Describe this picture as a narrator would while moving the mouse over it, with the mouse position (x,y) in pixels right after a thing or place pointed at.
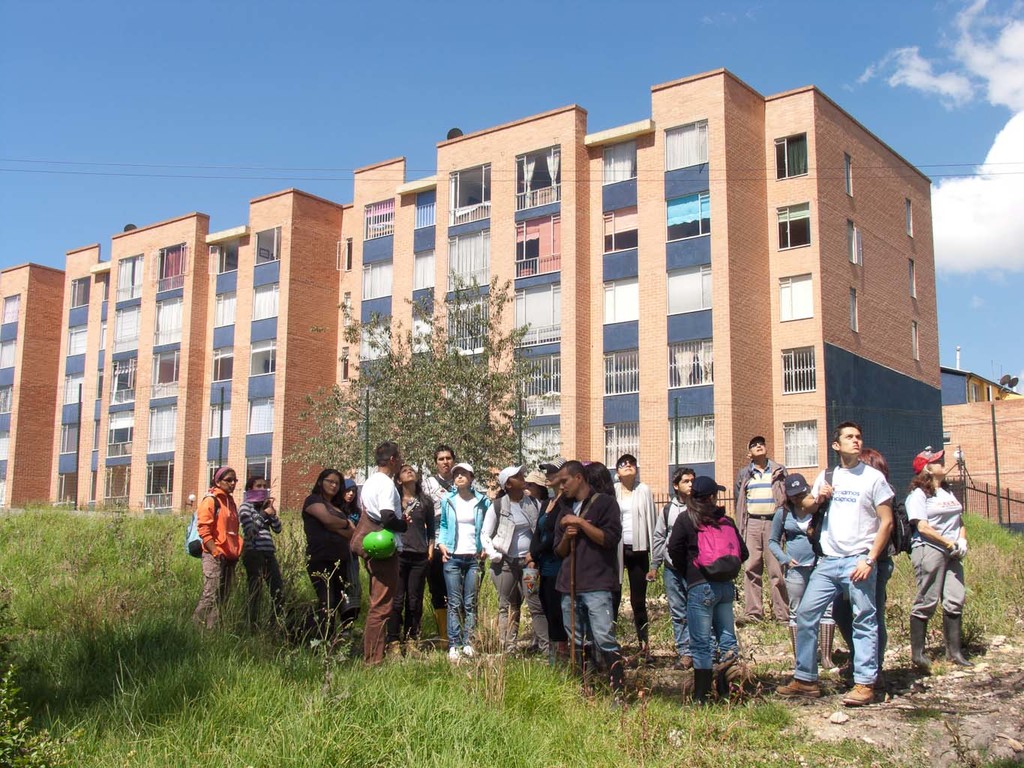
In this image there are people (622,483) standing on the grass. In the background (563,197) there is a building (548,239) and also tree (456,369). At the top (378,72) there is sky (437,61) with some clouds (977,77).
